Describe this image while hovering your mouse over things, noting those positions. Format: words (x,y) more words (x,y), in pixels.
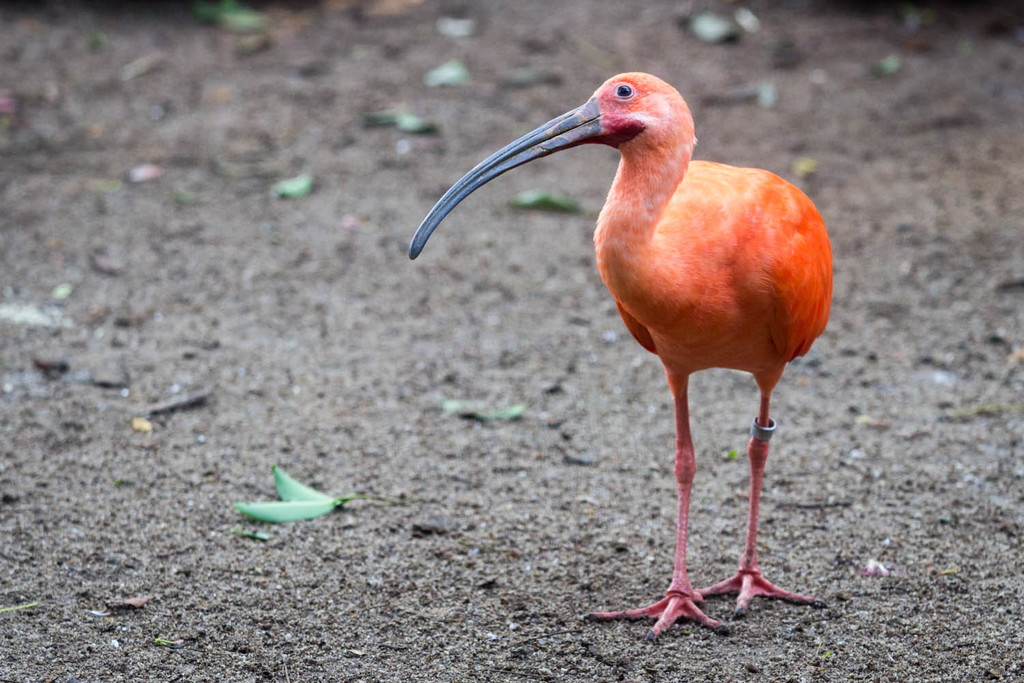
In this picture I can see a bird (661,298) and leaves (343,496) on the ground (318,406).
